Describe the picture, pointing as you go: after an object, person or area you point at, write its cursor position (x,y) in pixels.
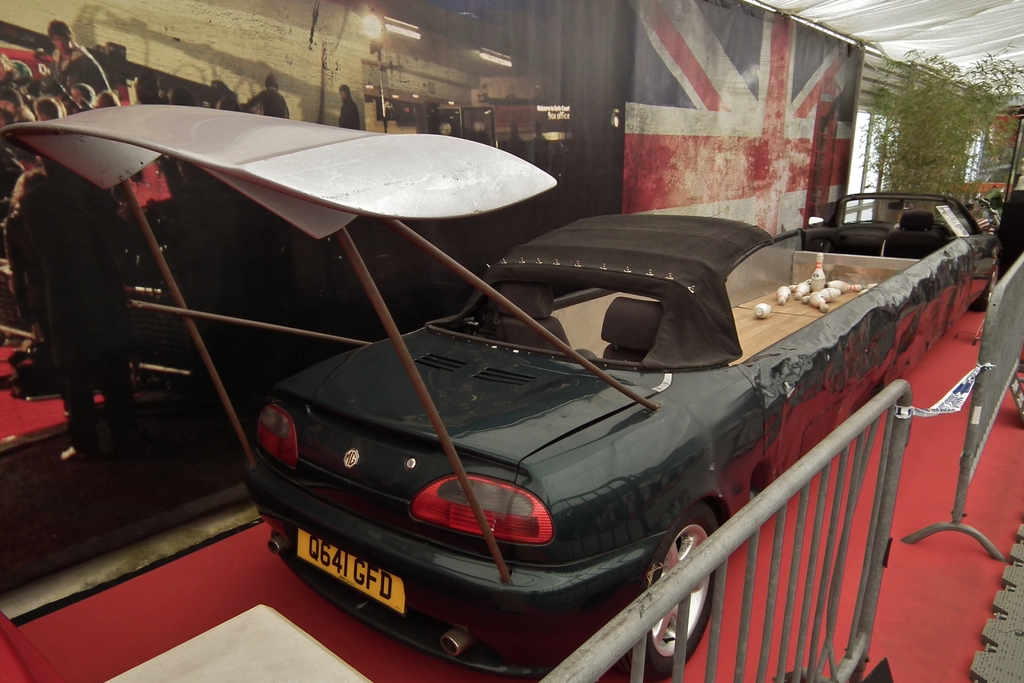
In this image we can see a motor vehicle (455,153), creepers (914,116), persons (71,421) standing on the floor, electric lights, iron grills (754,558) and carpet (297,623).
